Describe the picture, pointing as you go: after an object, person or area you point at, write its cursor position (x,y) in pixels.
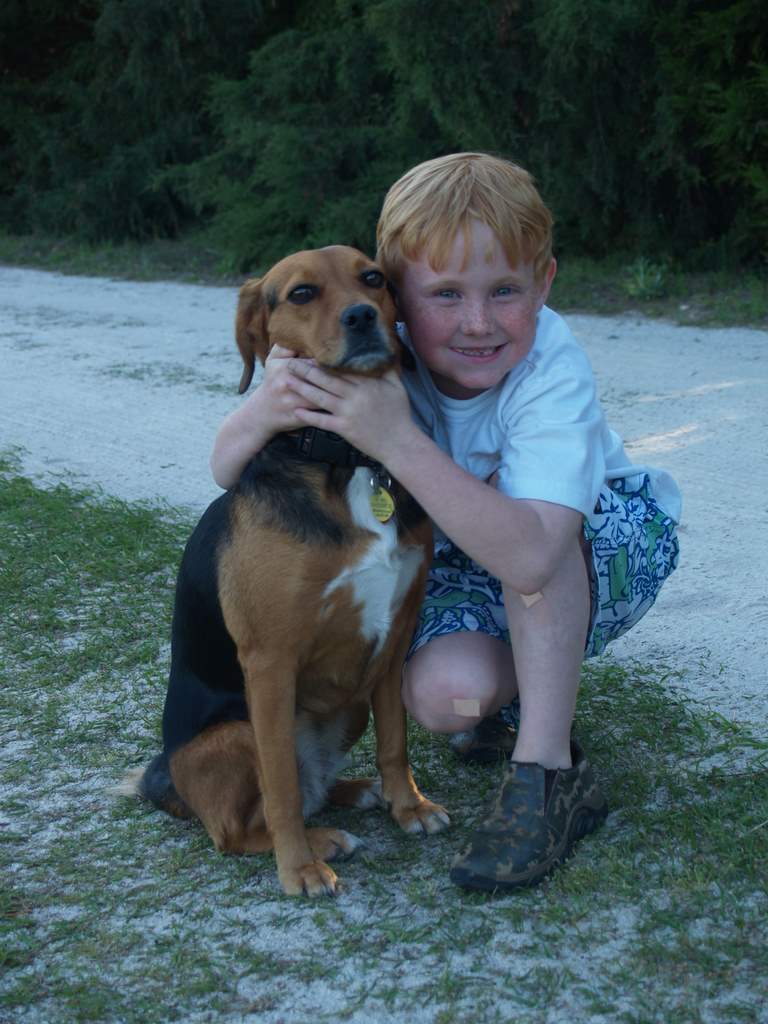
In the center of the image (468,528) we can see a boy (474,749) and a dog (251,746). In the background (232,222) there are trees (672,62). At the bottom (152,936) there is grass (355,881).
